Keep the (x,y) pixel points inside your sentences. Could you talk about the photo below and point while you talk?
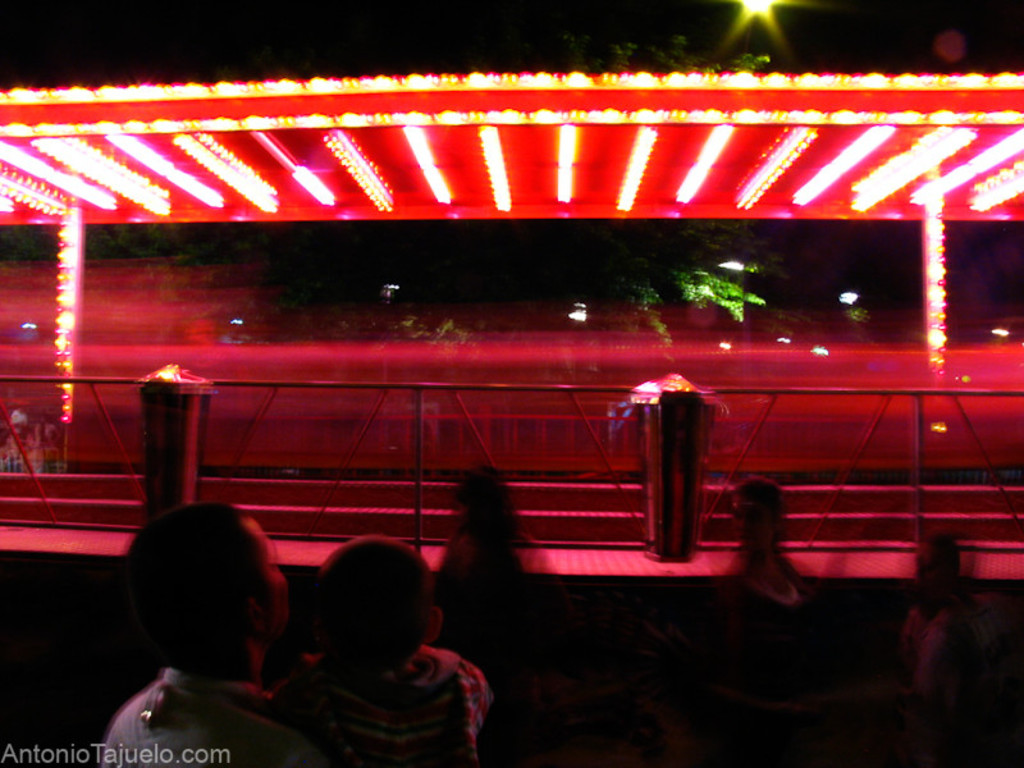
At the bottom of the image (990,654) there are few people (359,647). Behind them there is footpath (124,545) with fencing (14,427). And also there are poles (68,422) and roofs (916,134) with lights (689,190). In the background (491,62) there are trees (482,244) and also there is a blur image. In the bottom left corner of the image (124,759) there is something written on it.
